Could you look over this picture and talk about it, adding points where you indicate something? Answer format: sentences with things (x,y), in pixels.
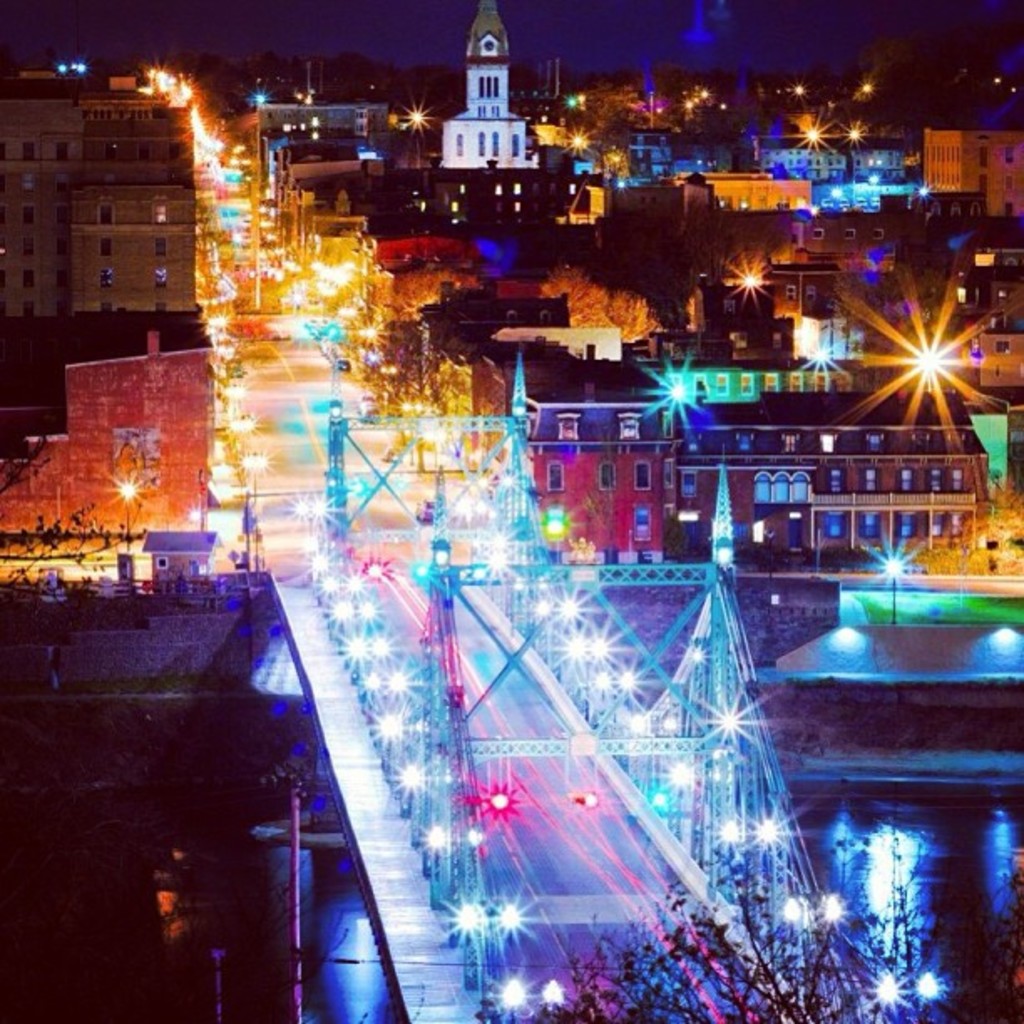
In this image, we can see an aerial view of a city (812,565). In this image, in the middle (545,670), we can see a bridge (485,647) with lights (368,605) and poles (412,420). On the right side (756,467), we can see some houses (778,467), buildings (668,177), towers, trees (705,223) and lights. On the left side (161,581), we can see some buildings (133,275), window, lights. In the left corner (183,978), we can also see black color. In the background (324,64), we can see some trees (519,85), sky (736,31), at the bottom (710,1020), we can see a plant (684,947).
